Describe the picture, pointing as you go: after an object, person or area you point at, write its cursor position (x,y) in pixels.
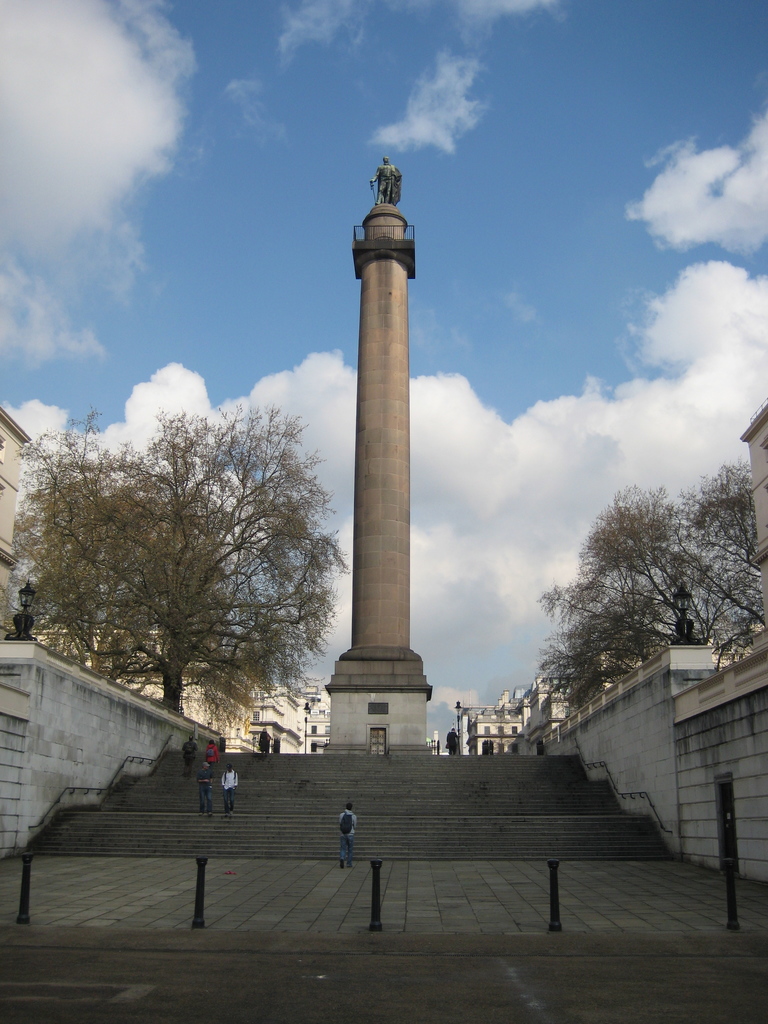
In this image there is the sky (579,305) towards the top of the image (596,220), there are clouds (100,93) in the sky (554,282), there is a tree (661,549) towards the right of the image (652,584), there is a tree (206,531) towards the left of the image (248,656), there is a sculpture (397,180), there are staircase (482,802), there are groups of persons (211,775) walking, there is a man (342,837) wearing a bag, there are metal objects (197,913) on the ground (478,888), there is wall (713,749) towards the right of the image (725,746), there is a door (725,799) towards the right of the image (731,789), there is a light (31,603) towards the left of the image (23,624), there is road (239,983) towards the bottom of the image (347,992).
